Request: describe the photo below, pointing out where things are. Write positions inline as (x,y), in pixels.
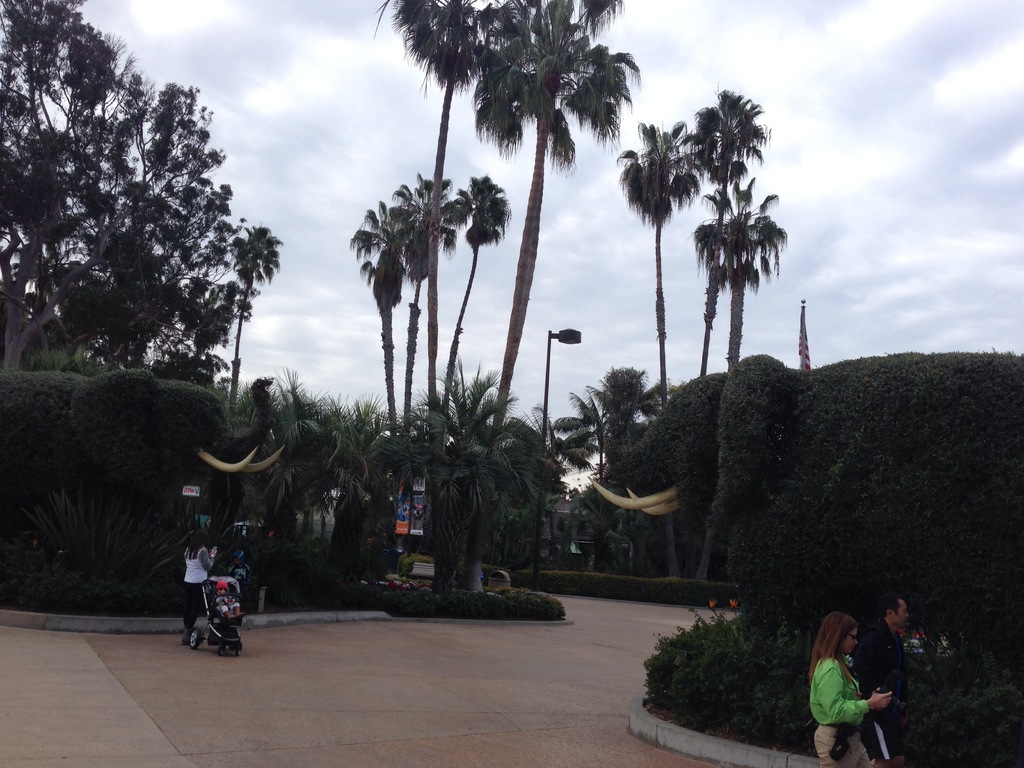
In this picture we can see some people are on the roads (307,724), side we can see trees (484,415), boards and elephant shaped hedges (832,487).
